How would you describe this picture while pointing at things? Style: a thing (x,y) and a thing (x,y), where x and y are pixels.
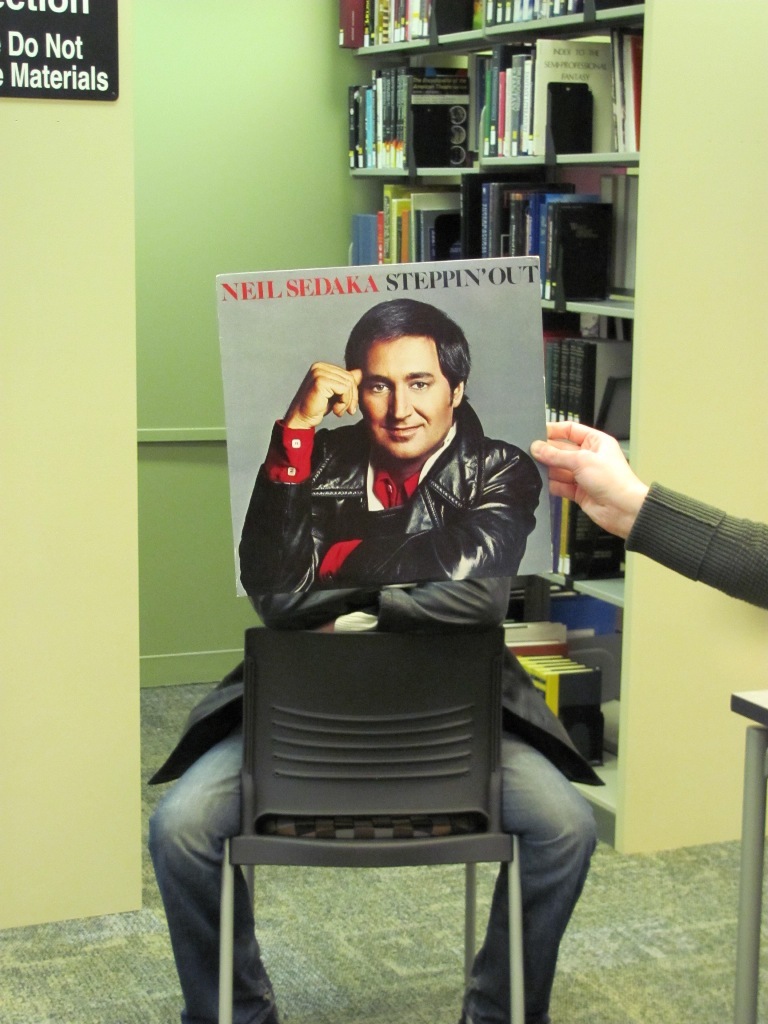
In this image i can see a person (178,786) sitting on chair (387,788) and a banner (403,453), to the right of the image (765,592) i can see a person's hand (613,455) holding the banner (423,455). In the background (758,643) i can see a wall (218,124), a board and the bookshelf (474,47).
